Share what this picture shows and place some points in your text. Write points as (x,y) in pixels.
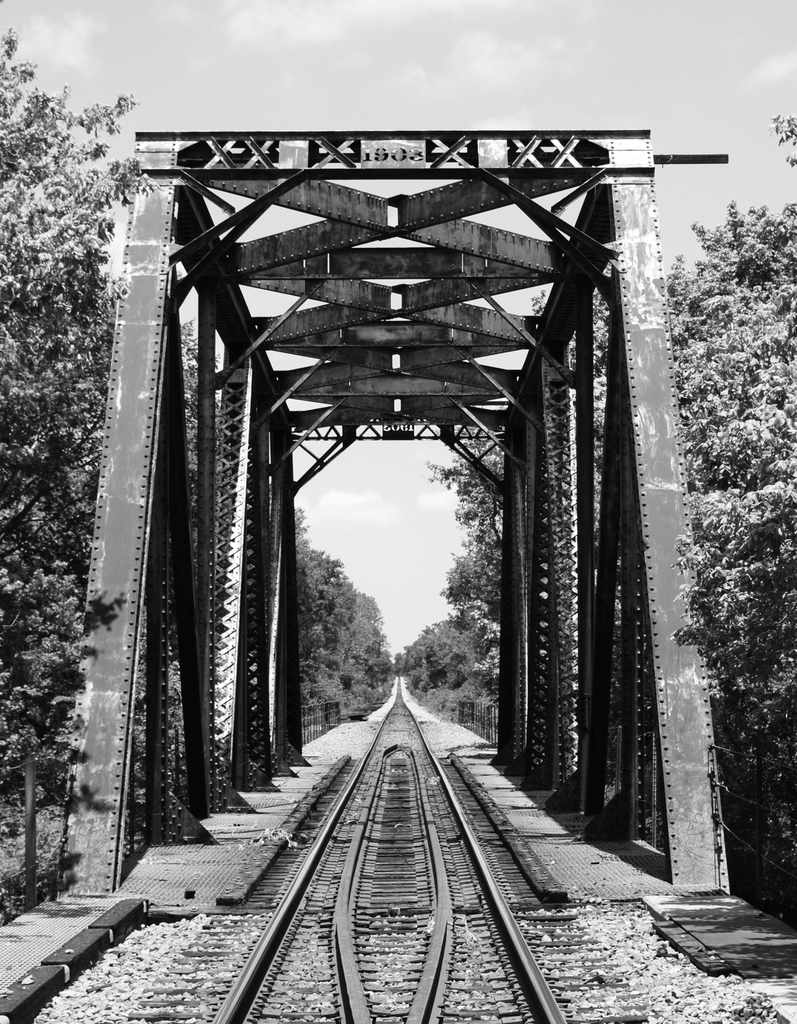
This is a black and white image. We can see the track (441,792). We can also see the metal bridge (618,441). There are a few trees (61,484). We can also see some stones (142,950) and the sky (670,122).
